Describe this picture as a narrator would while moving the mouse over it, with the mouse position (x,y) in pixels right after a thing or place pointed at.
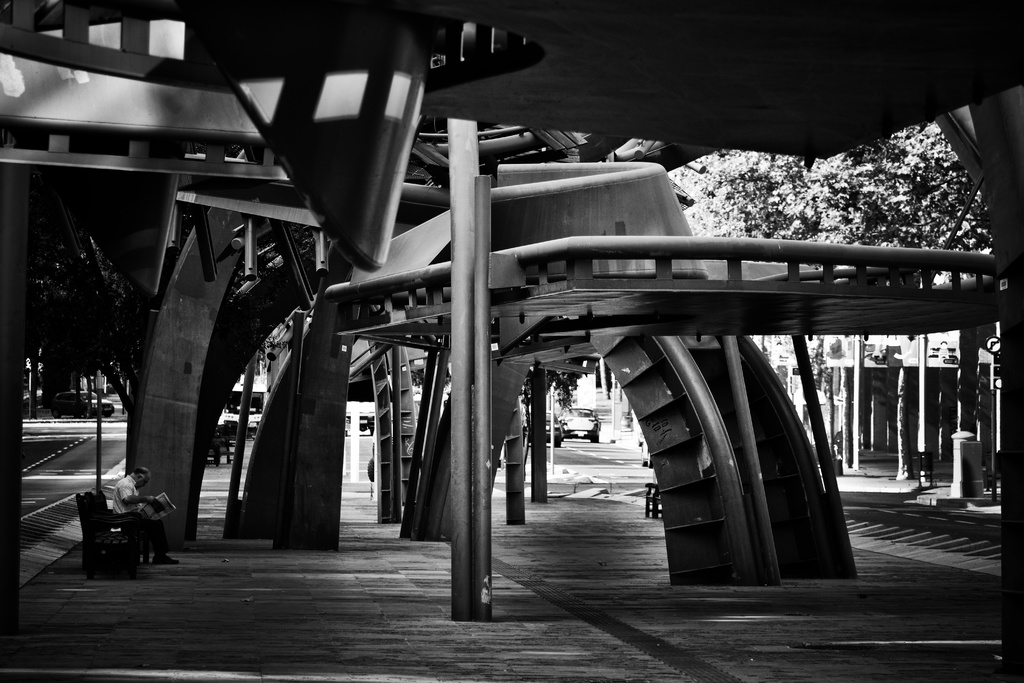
This is a black and white image where we can see a person (162,528) sitting on the wooden bench (127,535) is reading the newspaper (157,513). Here we can see the different architecture (498,202). In the background (58,401), we can see vehicles (72,406) moving on the road (109,443) we can see pillars (1013,433), poles (998,401) and trees (786,201).
